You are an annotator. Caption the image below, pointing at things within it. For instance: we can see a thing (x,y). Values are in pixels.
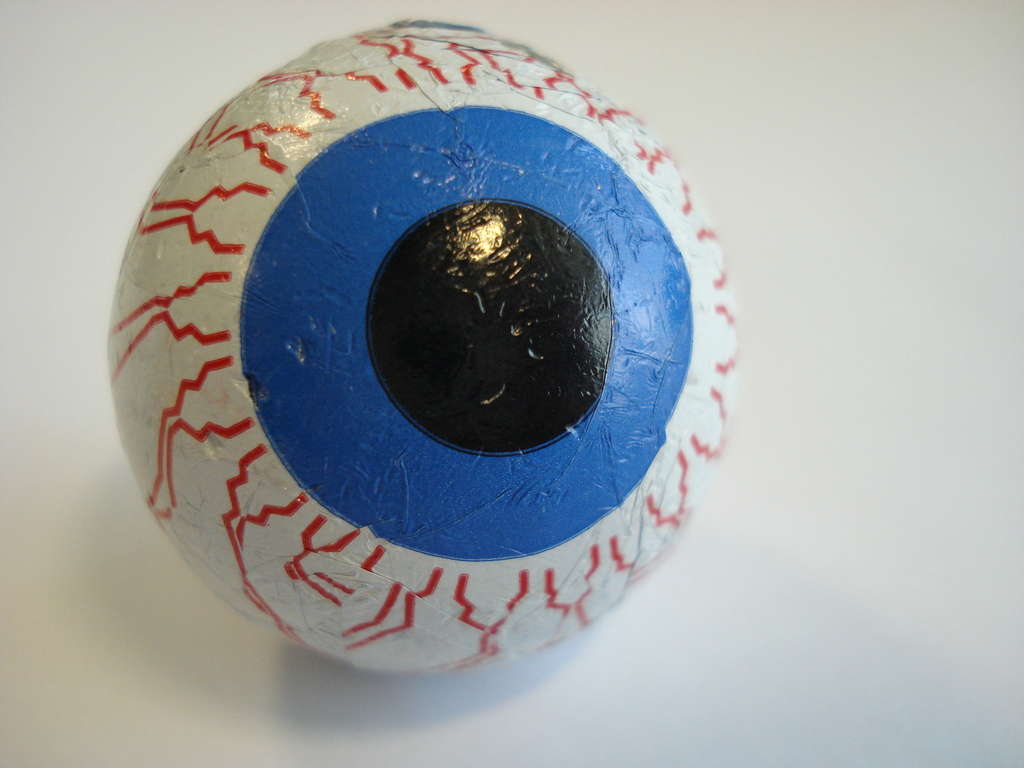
In this image I can see a ball (494,382) which is in white, red, blue and black color. Background (152,571) is in white color.
